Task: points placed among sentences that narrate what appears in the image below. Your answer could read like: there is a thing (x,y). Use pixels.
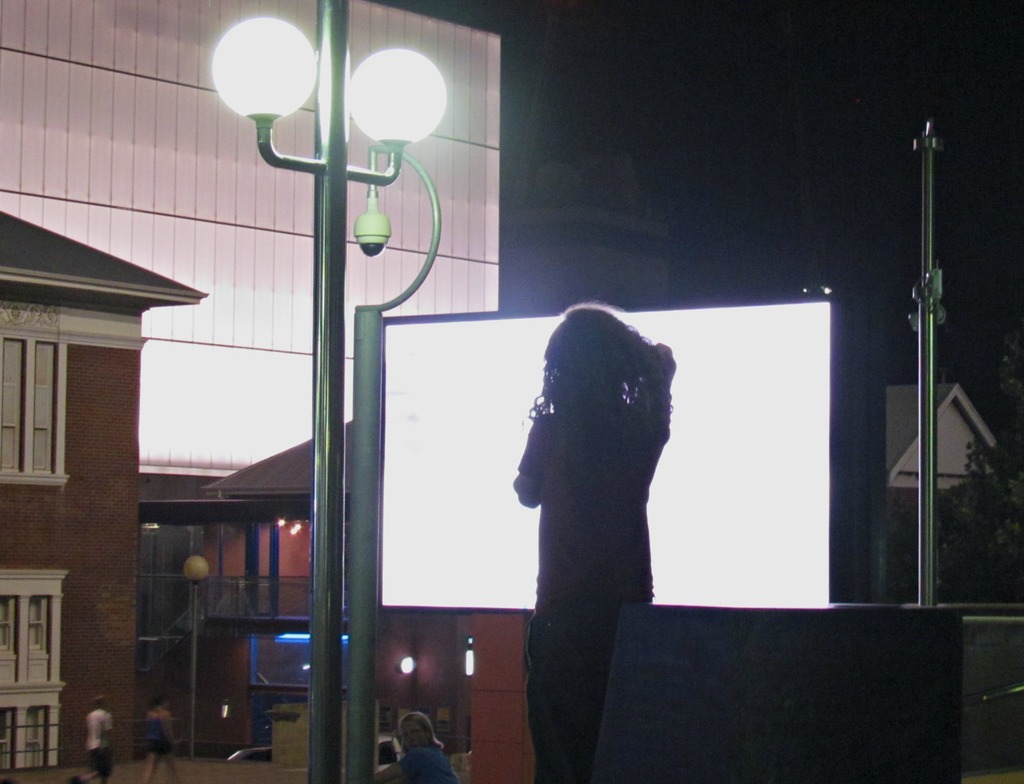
In this image, there are a few houses (487,714) and people (546,708). We can see a screen (477,332) and some poles (347,47). We can also see some trees (1006,501) on the right (993,507). We can see the ground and the dark sky (1003,342). We can also see a white colored object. We can see some lights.
